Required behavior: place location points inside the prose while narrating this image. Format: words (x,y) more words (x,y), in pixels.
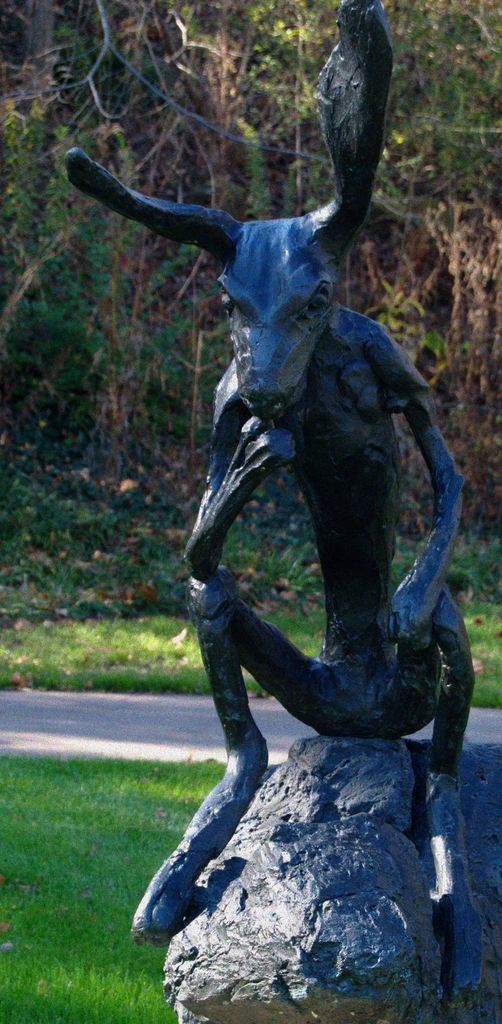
In this image we can see a statue (366,527) placed on a stone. In the background (403,150) we can see group of trees (290,108).
